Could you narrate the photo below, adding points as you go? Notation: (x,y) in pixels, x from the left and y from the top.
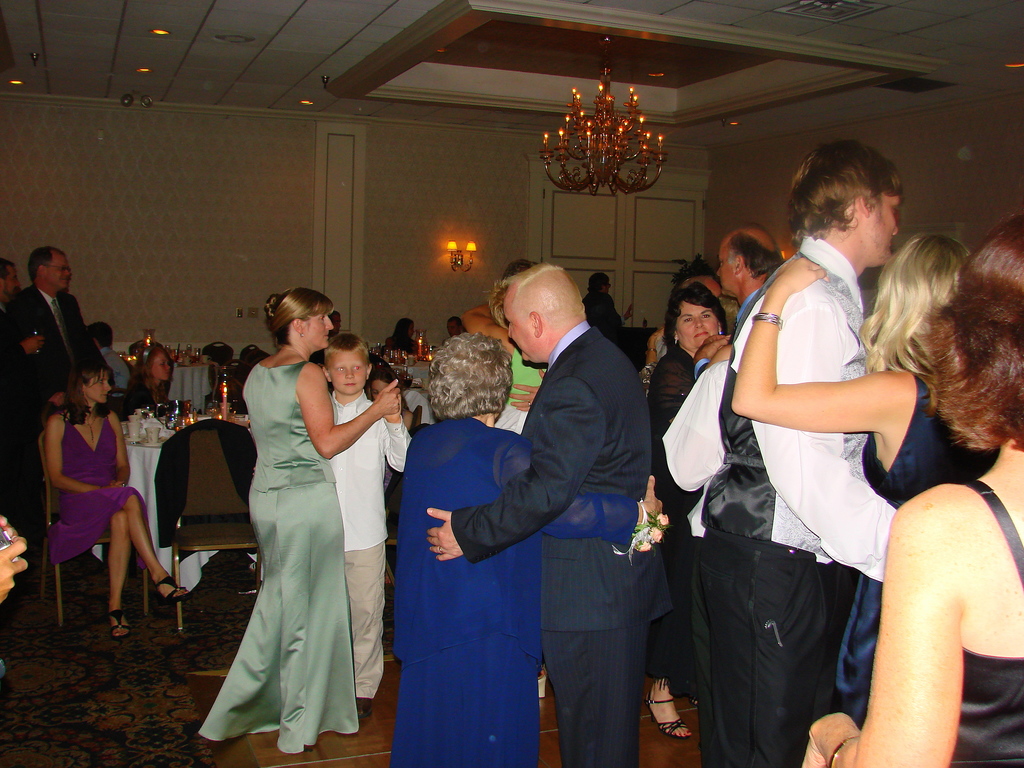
There are groups of people (523,418) standing and holding each other. I can see few people (141,498) sitting on the chairs (174,543). This is a table (134,464) covered with a cloth (134,459). I can see few objects (152,436) placed on the table (146,444). I think this is a chandelier (587,147), which is hanging to the ceiling (604,23). This is a lamp (473,263), which is attached to a wall (446,212). In the background (589,254), I think this is a door (656,258).
